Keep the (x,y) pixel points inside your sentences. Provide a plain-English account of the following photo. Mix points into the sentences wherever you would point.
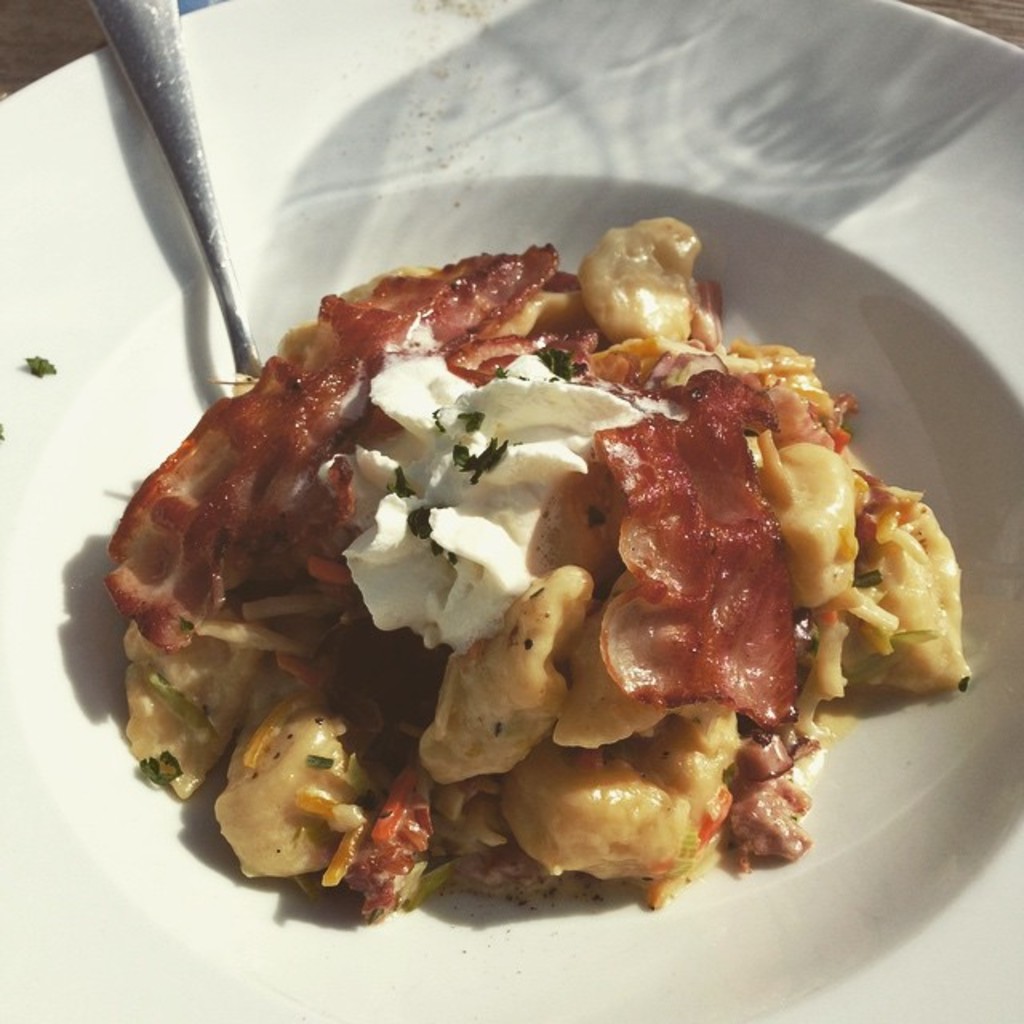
In this image I can see food (381,389) in a plate (892,997). I can also see a spoon (182,66) over here.
